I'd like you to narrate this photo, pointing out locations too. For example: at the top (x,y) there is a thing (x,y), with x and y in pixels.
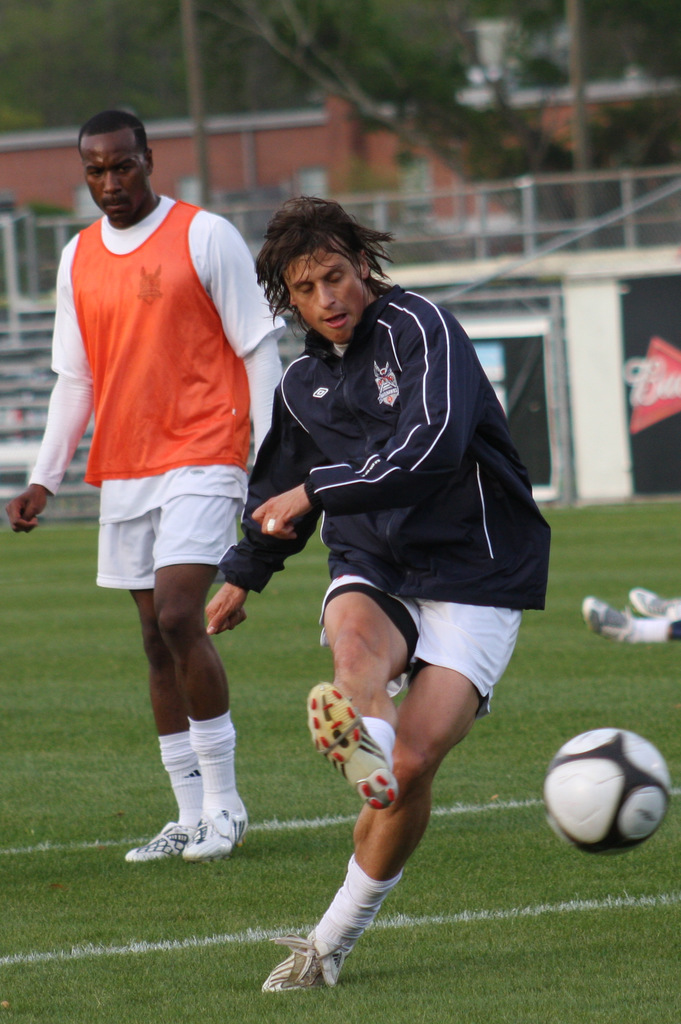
In this picture there are two football player (357,477). In the front (388,530) there is a player (414,432) wearing a black color jacket (426,494) and white shorts (480,674), kicking the ball (596,760). Behind there is a another player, wearing orange color jacket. In the background (404,238) there is a fencing grill railing (566,238) and some trees (179,65).
